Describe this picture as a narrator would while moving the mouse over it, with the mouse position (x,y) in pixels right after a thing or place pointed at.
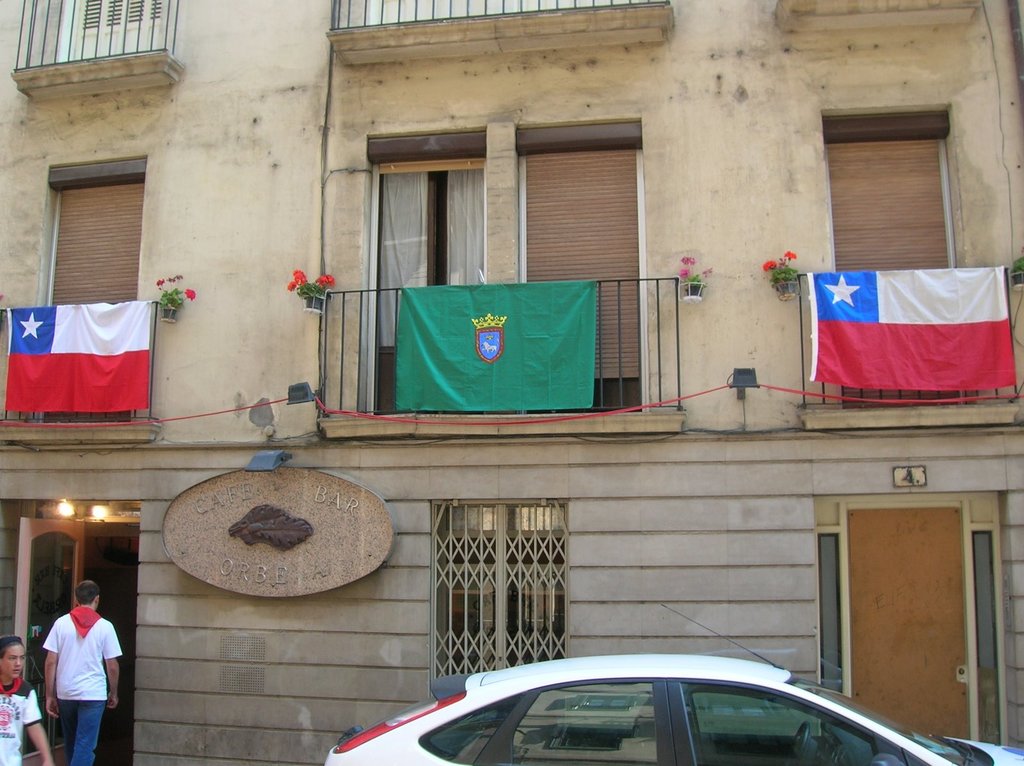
In this picture we can see a building (438,99), at the left bottom (107,635) there are two persons (88,635), we can see a white color car (765,705) at the bottom (756,692), there are three flags (941,310) and plants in the middle (556,355), we can see windows (549,200), railings (72,38) and a door (933,598) of this building (737,589), there are lights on the left side (100,507).
